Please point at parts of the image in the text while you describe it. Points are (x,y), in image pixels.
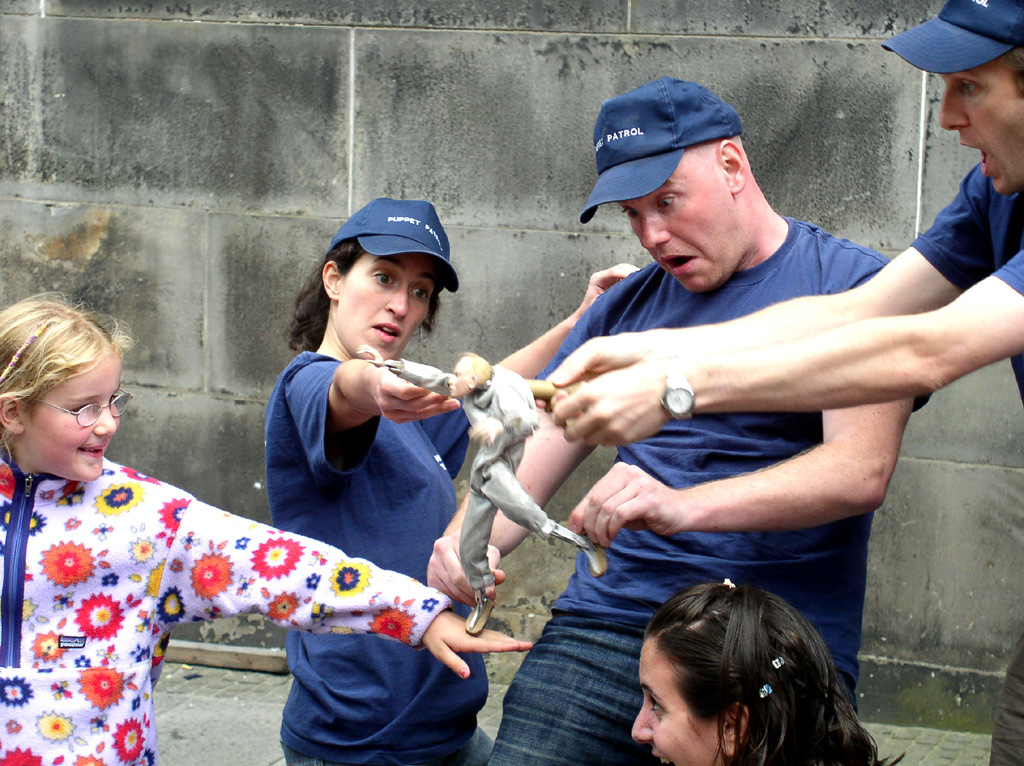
Here we can see five persons (712,411) and they are holding a toy (508,378). In the background (234,221) we can see a wall (865,104).
